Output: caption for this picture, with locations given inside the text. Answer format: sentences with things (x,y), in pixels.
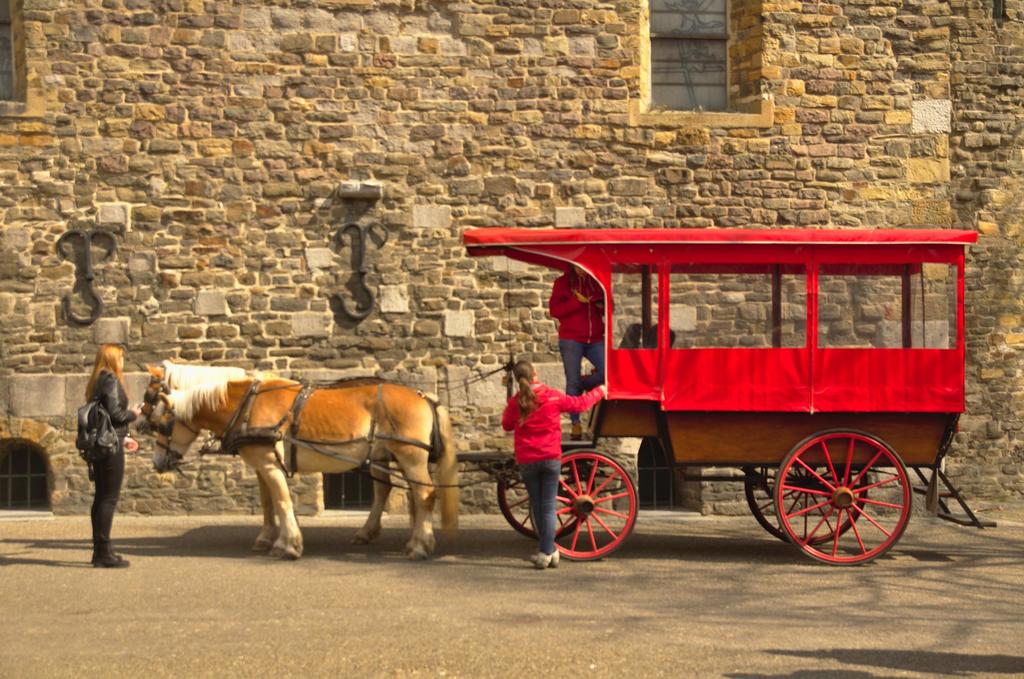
In this image I can see three people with different color dresses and I can see the horse cart (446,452). In the background (459,289) I can see the wall (333,241).
